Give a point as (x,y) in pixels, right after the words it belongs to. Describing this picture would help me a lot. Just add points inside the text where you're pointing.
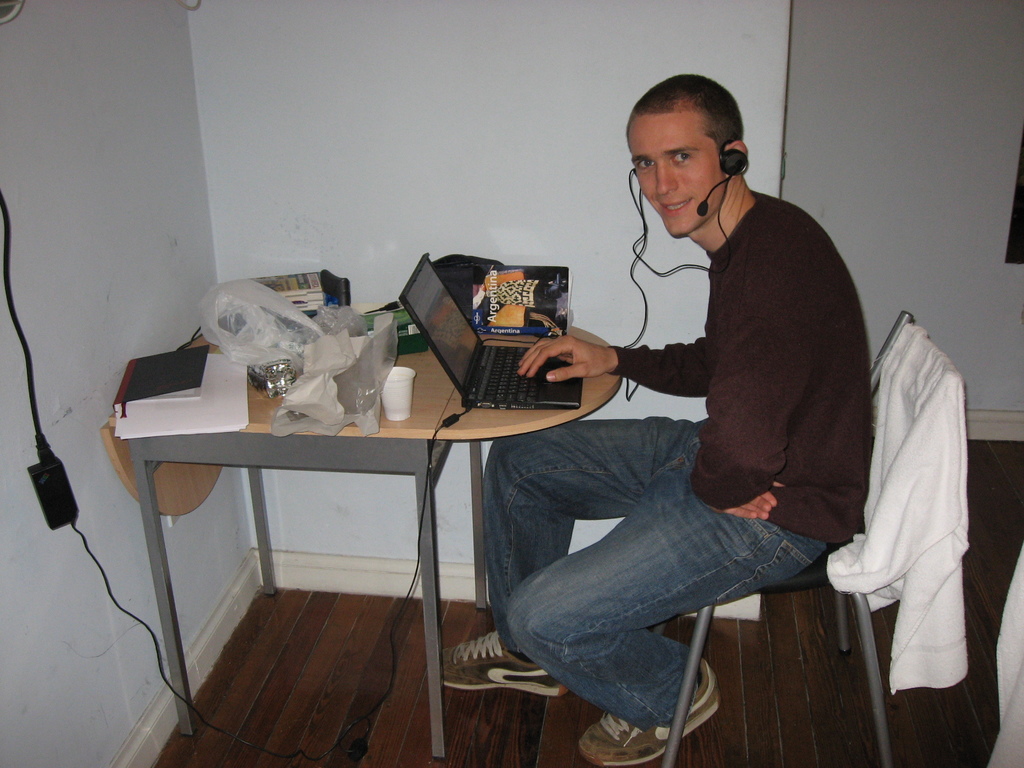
A man (852,426) is sitting in the chair (798,589) working in laptop (518,407) there is a wall (444,170) in the middle (356,278).
